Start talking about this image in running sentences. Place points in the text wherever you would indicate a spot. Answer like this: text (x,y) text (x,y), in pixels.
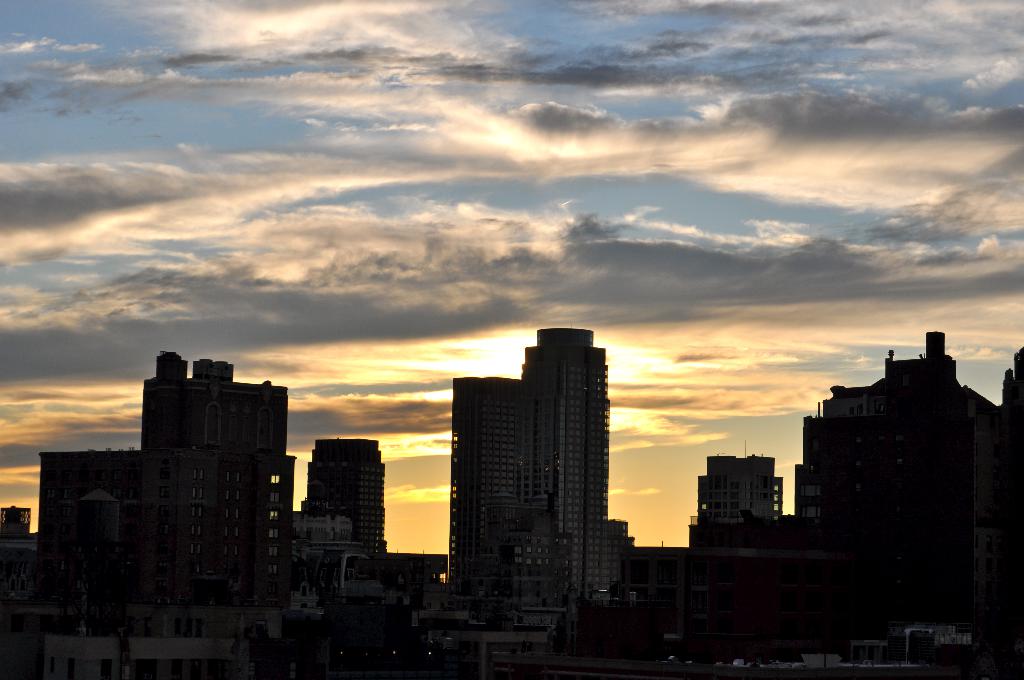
This picture is clicked outside the city. In the center (505,397) we can see the buildings (439,604) and the skyscrapers (624,522). In the background (648,243) there is a sky (569,183) with the clouds (507,242) and we can see the sunlight (509,353) in the background (637,418).
